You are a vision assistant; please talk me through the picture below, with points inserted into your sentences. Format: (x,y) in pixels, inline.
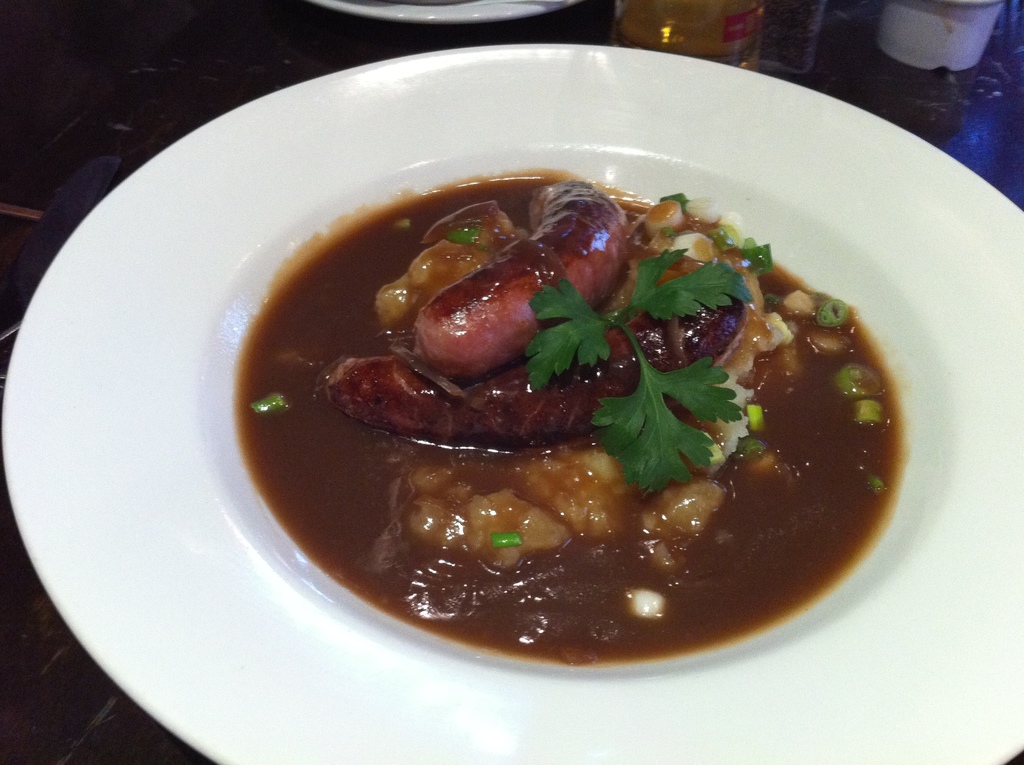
In this image at the bottom (8,648) there is a table (2,597), on the table (66,672) there is one plate (916,360). In that plate (962,585) there is some food (718,426), and in the background (935,40) there are some objects (742,19).
